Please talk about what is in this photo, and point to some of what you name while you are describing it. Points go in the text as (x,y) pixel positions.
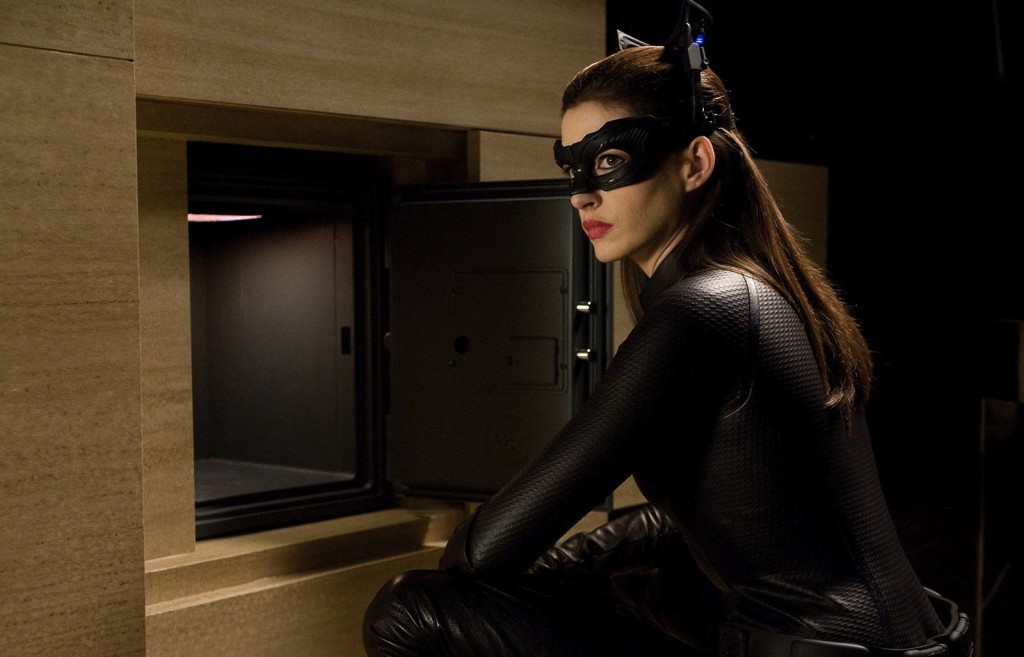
In the foreground of this image (746,395), there is a woman (745,451) in black colored dress (642,400) and a mask (586,158) to her face (613,160). In front of her, there is a locker (274,341) to a wall (123,104).
